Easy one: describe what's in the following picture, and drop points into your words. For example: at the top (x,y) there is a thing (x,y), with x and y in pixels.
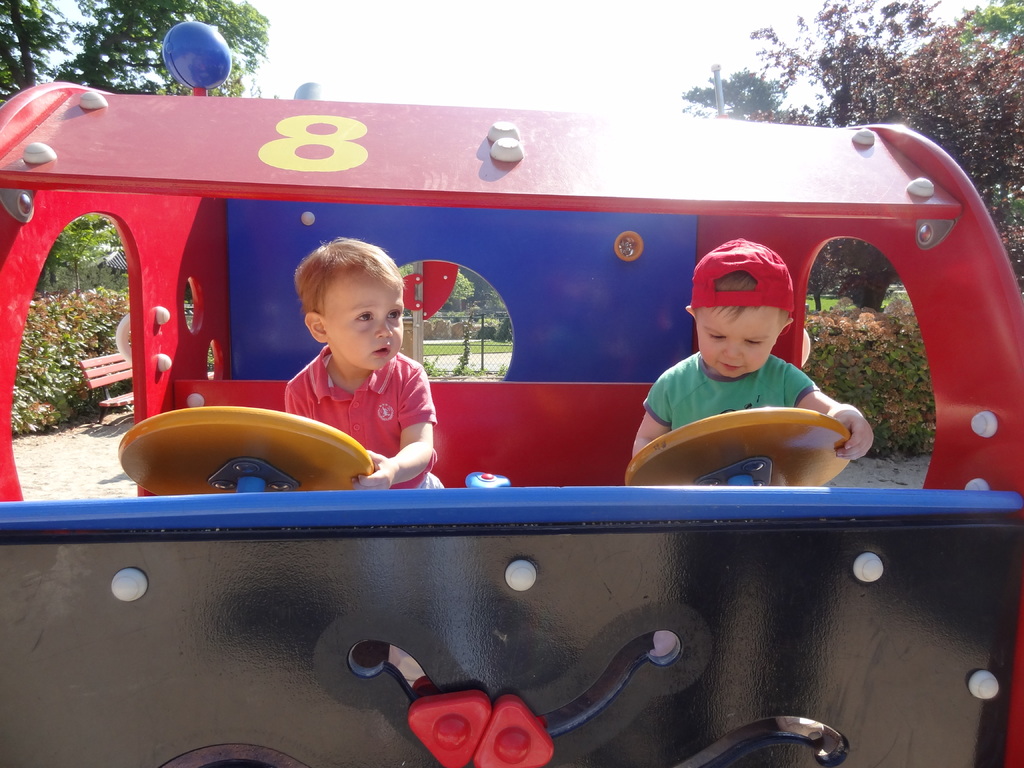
In this image I see children (356,351) who are in the toy vehicle (299,360) which is of black, white, red and blue in color and I see a number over here. In the background (62,366) I see the bushes (57,326), a bench (101,357), trees (955,76) and the sky (354,37).
